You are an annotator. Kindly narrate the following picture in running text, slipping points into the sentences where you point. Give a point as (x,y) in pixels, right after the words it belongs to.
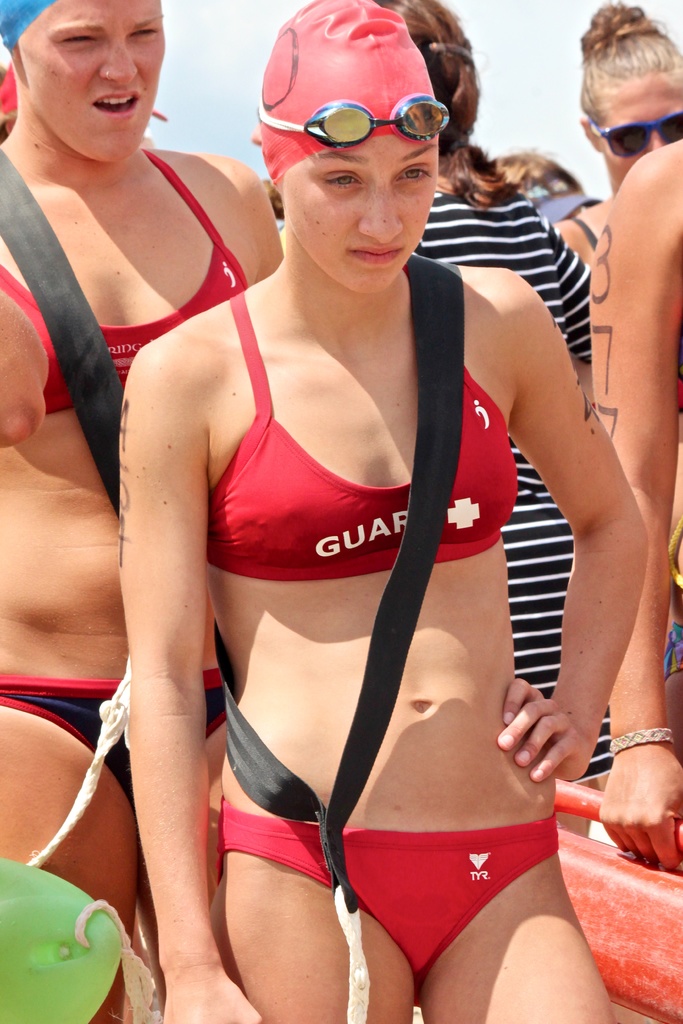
In this picture there is a woman (354,45) who is wearing cap (316,69), goggles (349,143), strap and red swimsuit (403,531). Beside her there is another woman (131,281) who is wearing the bikini (108,329). On the right (460,243) there is a woman (540,596) who is wearing black and white color strip t-shirt (523,244) and she is standing near to the woman (648,124) who is wearing goggles (638,145). At the top (198,36) there is a sky (228,31). In the bottom left corner (41,1018) there is a green buoy (65,995).
